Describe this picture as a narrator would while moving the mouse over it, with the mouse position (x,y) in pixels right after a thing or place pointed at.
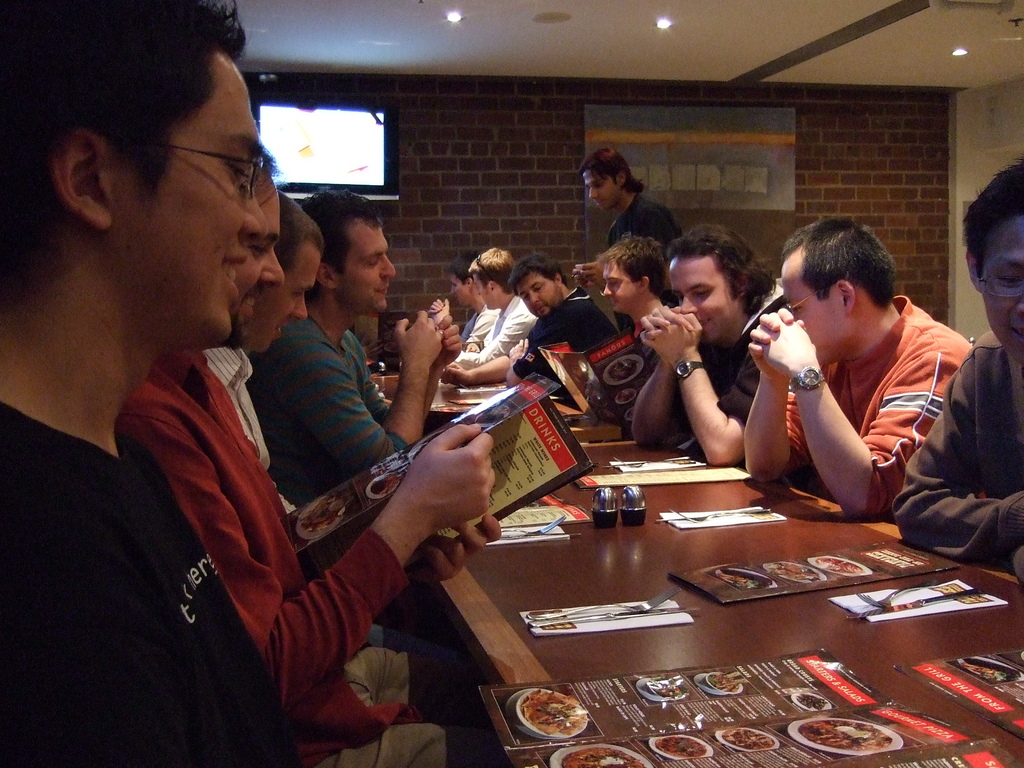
This picture describes about group of people (726,273), few (678,257) are seated on the chairs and a man (618,180) is standing, in front of them we can find forks (570,615), spoons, menu cards (878,570) and other things (585,625) on the table (634,576), in the background (337,172) we can find few lights (958,58), a screen (379,115) and a poster (765,152) on the wall (873,202).
